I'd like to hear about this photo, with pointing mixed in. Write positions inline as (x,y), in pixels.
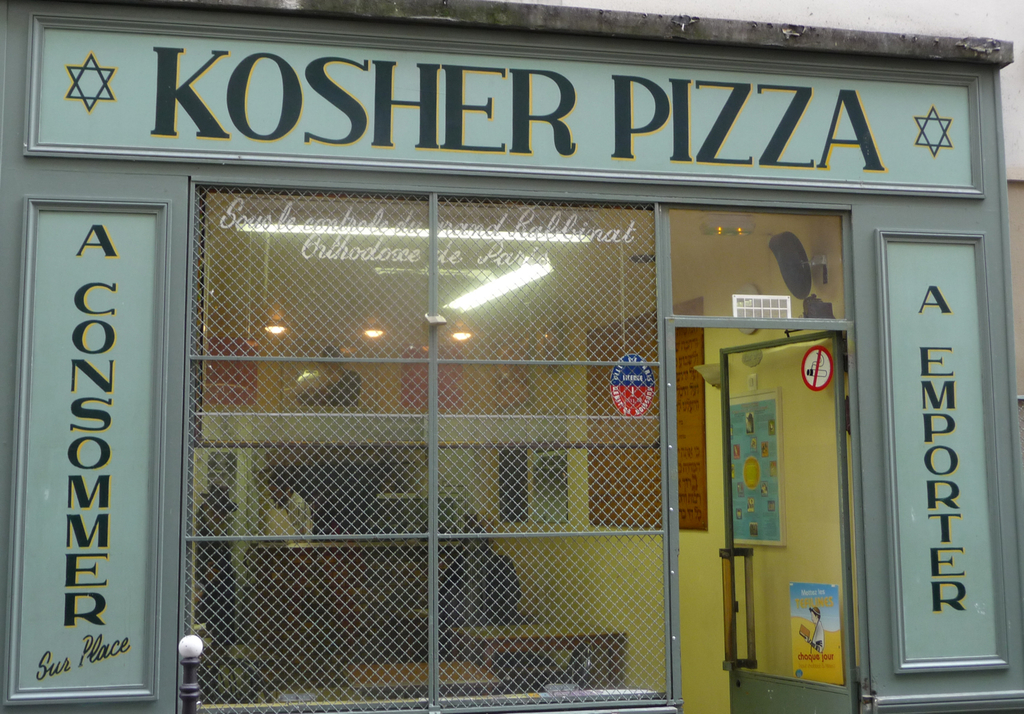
In this picture I can see a store (527,41) in front (48,24) and I can see boards (375,144) on which there are words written and I can see the glass (370,263) in front (473,265) and through the glasses (507,312) I can see the lights (549,237) on the ceiling (536,209) and I can see the wall (707,394) on which there are few things (611,352). I can also see the glass door (754,447) on which there is a poster (818,618) and a sticker (811,370) which is of white and red color.
